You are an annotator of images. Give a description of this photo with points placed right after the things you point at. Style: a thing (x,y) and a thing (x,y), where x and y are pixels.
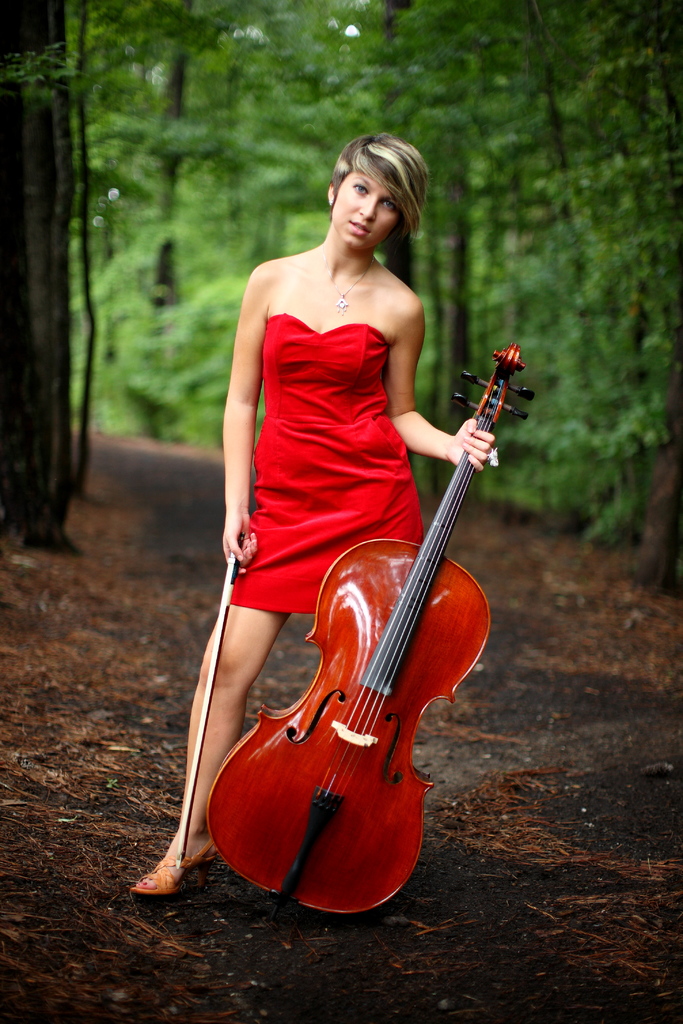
In this image I can see the women (247,534) standing and holding the musical instrument (374,607). She wore red dress (337,454). At background (225,399) I can see trees (337,111).
